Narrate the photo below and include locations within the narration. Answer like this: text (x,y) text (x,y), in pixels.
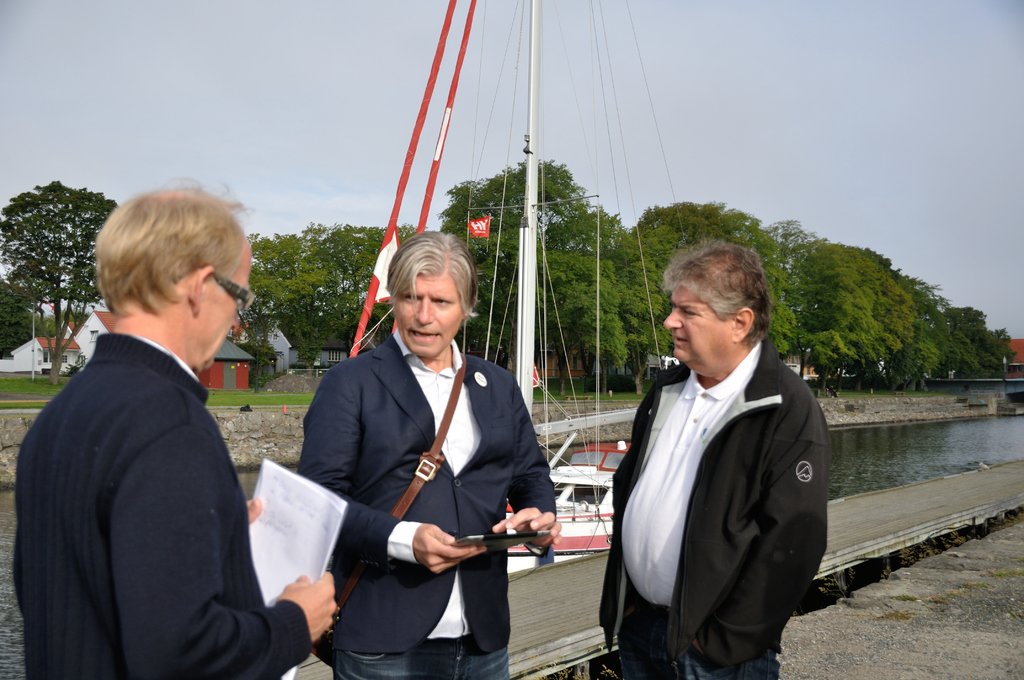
This image is taken outdoors. At the top of the image (526,84) there is the sky (131,102) with clouds (218,92). In the background (934,322) there are many trees (278,284) and there are a few houses (288,348). There is a ground (47,394) with grass (293,394) on it. There is a lake (894,442) with water (900,452) and there is a boat (574,517) on the lake (921,426). There are a few poles (444,125) and wires (606,126). There is a bridge (582,611). In the middle of the image (446,415) three men (168,456) are standing on the ground (865,603). A man (430,627) is holding a mobile phone (467,542) in his hands (448,539) and a man (217,461) is holding a few papers (253,542) in his hands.
